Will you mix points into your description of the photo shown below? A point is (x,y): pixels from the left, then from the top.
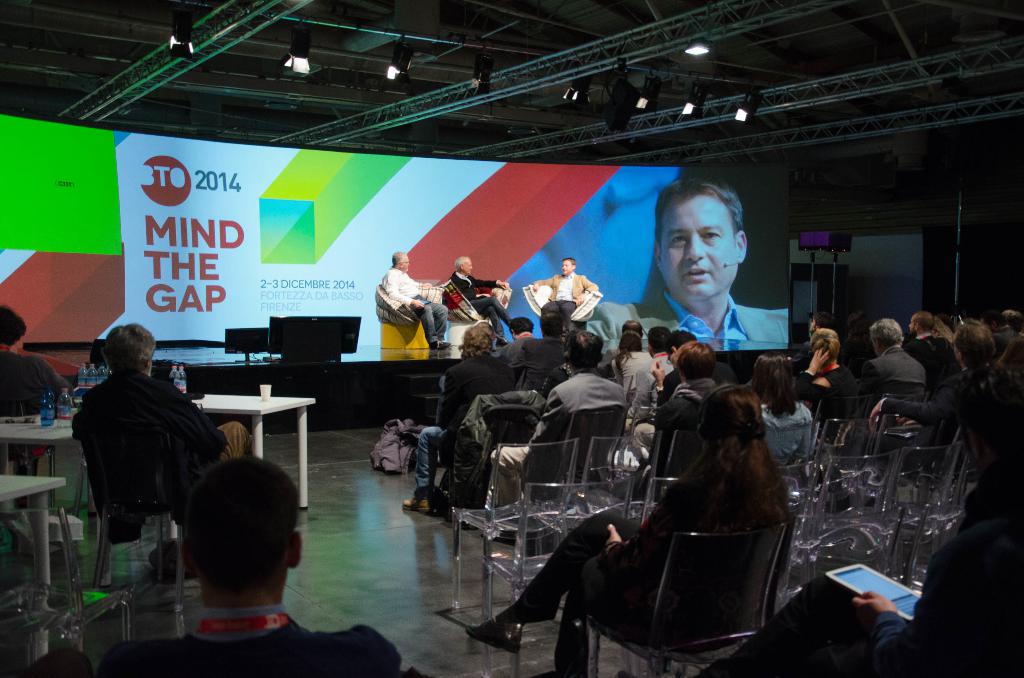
In the center of the image (429,315) there are persons (478,309) sitting on the dais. At the bottom of the image (578,473) we can see persons (609,394), chairs (509,469), tables (250,408), glasses (265,391) and water bottles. In the background (719,297) there is an advertisement (377,261). At the top of the image (744,98) there are lights (700,103).
